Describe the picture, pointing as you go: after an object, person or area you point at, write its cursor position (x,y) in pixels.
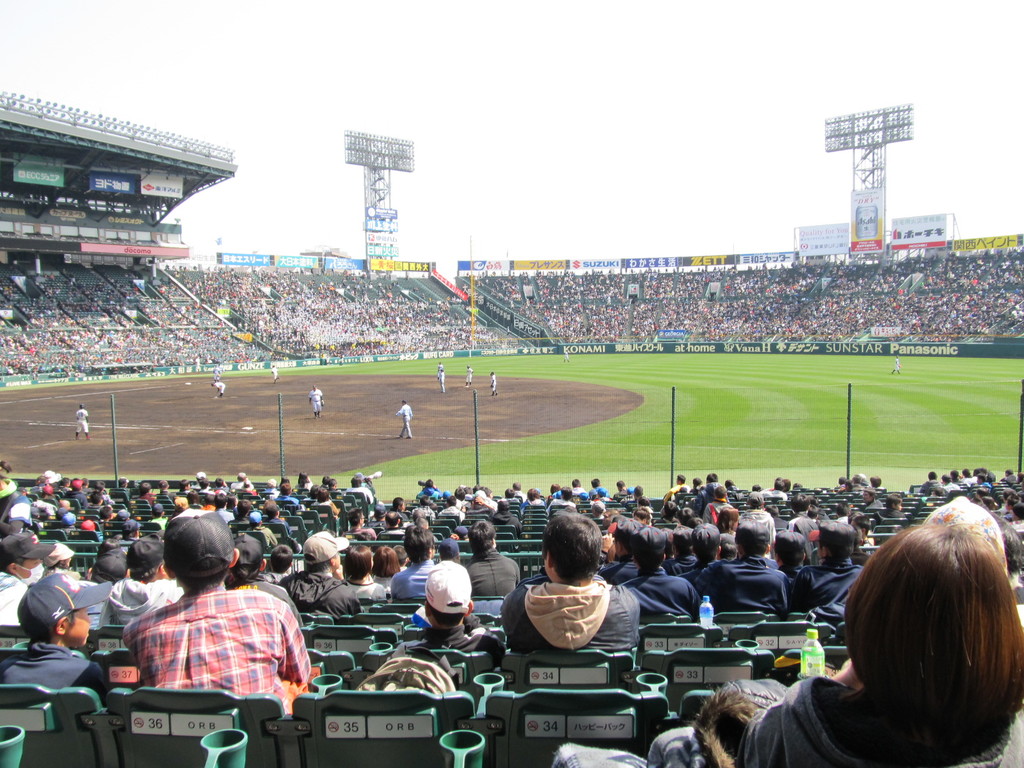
In the picture we can see a stadium (722,298) with a player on the ground (903,448) and some part of ground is covered with a green color mat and around the ground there is a fencing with a pole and the audience (1019,544) sitting in the chairs (451,756), in the background (46,108) we can see some lights (63,107) to the stand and a sky (655,196).
